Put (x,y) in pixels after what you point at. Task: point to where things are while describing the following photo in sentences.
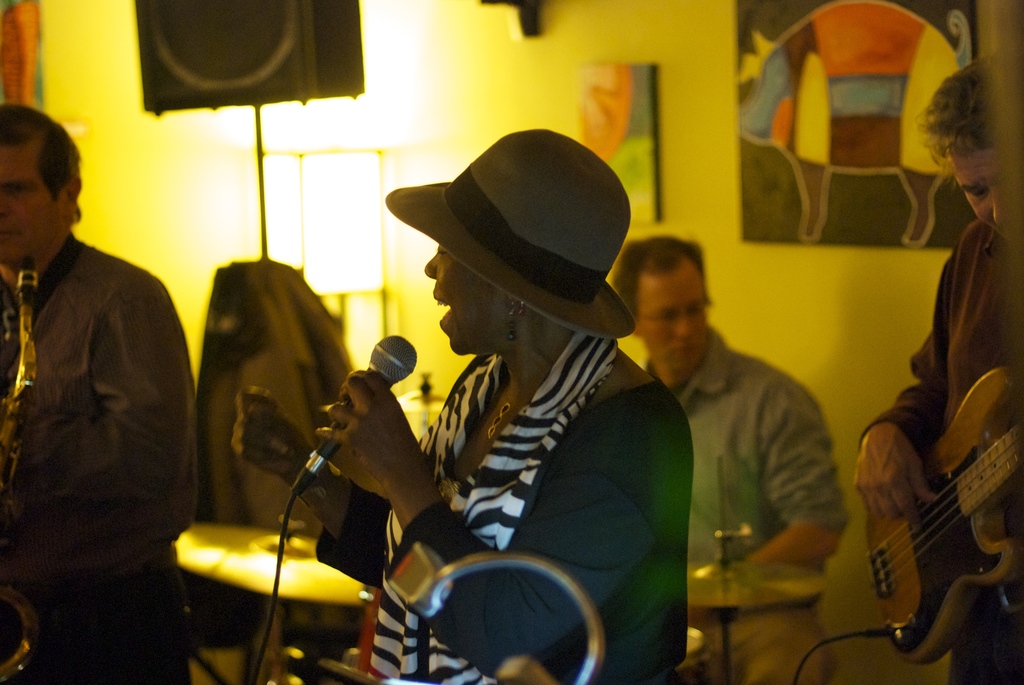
On the left side (100,329), there is a person (88,259) standing. In the middle (596,446), there is a person (556,203), wearing a cap (586,269), singing and standing. On the right side (887,425), there is a person (997,131) standing, holding a guitar (948,595) and playing. In the background (675,275), there is a person (754,431) sitting, there are drums (720,575), there is a speaker (246,23) on a stand (256,353), there are paintings (649,82) attached to the wall (571,53) and there is a light (330,185).
